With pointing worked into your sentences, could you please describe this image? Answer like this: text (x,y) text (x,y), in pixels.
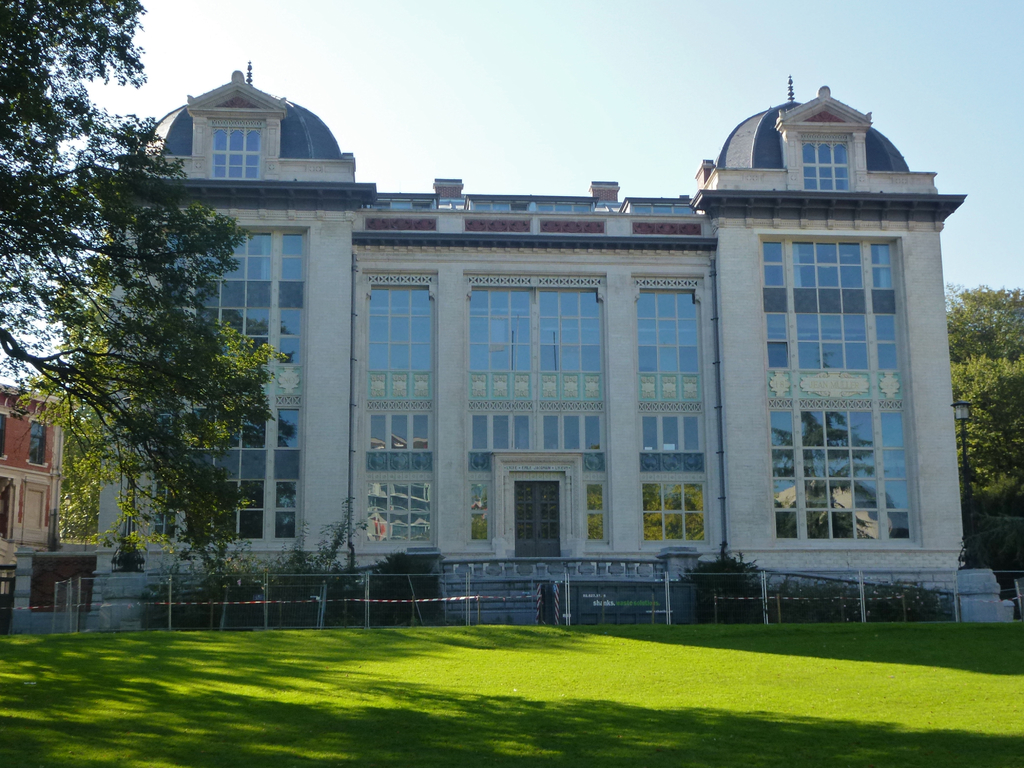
This picture shows a couple of buildings (249,441) and we see trees (253,392) and a blue sky (689,64) and we see grass (78,762) on the ground (350,637).
